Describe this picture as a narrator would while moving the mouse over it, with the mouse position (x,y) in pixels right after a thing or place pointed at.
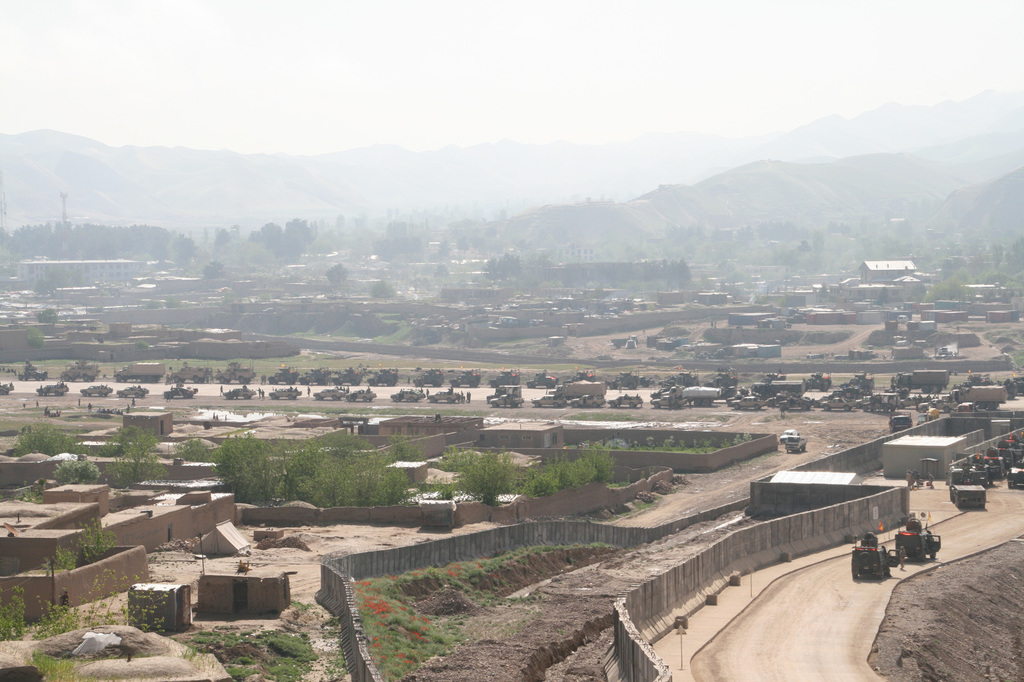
In the image there are many buildings (77,491), walls (344,617), trees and there's grass (695,446) on the ground (731,642). And also there are roads (23,382) with vehicles (656,403). In the background (635,160) there are hills (341,183). At the top of the image (588,70) there is sky (648,103).
